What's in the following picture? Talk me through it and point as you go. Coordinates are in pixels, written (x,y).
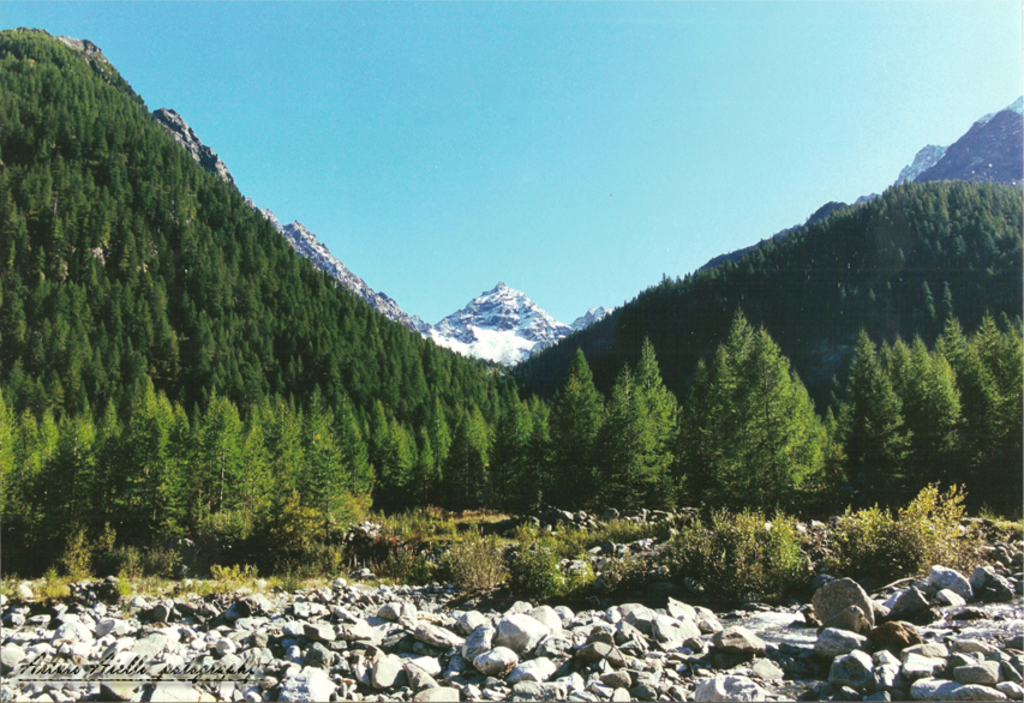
In this picture I can see there are rocks (499,665), and there is water (759,637) flowing in between the rocks (465,638) and in the backdrop (238,584) there are plants (224,579), trees (417,502) and mountains (254,291) which are covered with trees (797,240) and snow (504,295) and in the backdrop (600,281) I can see the sky (454,225) is clear.
